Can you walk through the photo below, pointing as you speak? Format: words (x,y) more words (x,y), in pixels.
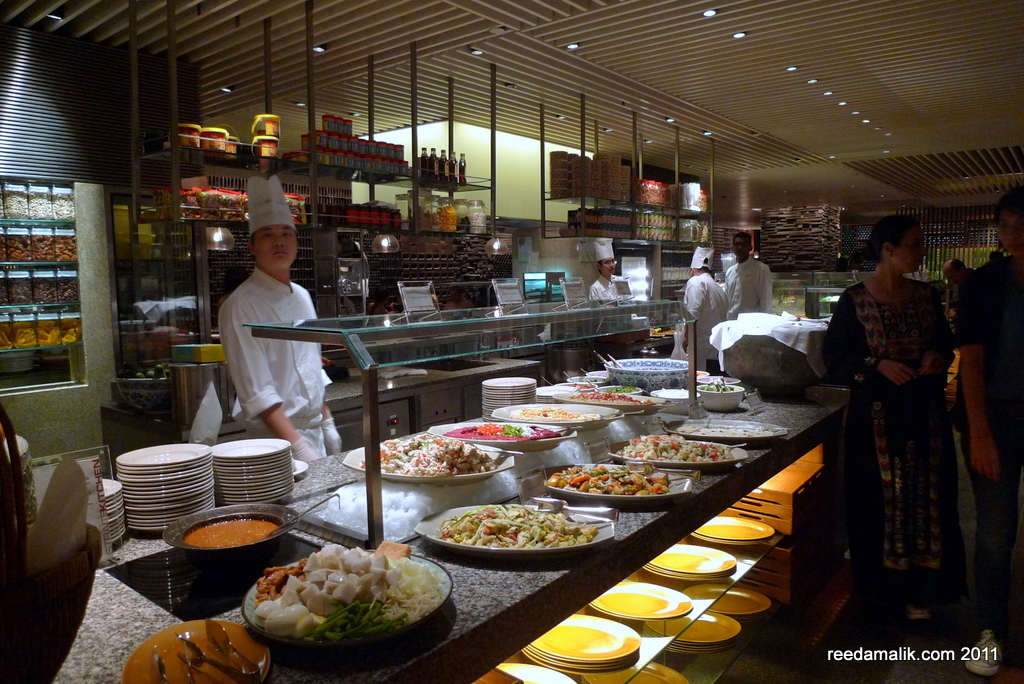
In this picture we can see a group of people (885,310) standing and in front of the people (747,233) there is a cabinet (478,631) and on the cabinet (563,561) there are plates (544,418) with some different kinds of food (287,620). Behind the people (293,293) there are some items (643,227) in the racks (627,238) and at the top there are ceiling lights (808,84) on the top (860,116). On the image there is a watermark (928,650).
